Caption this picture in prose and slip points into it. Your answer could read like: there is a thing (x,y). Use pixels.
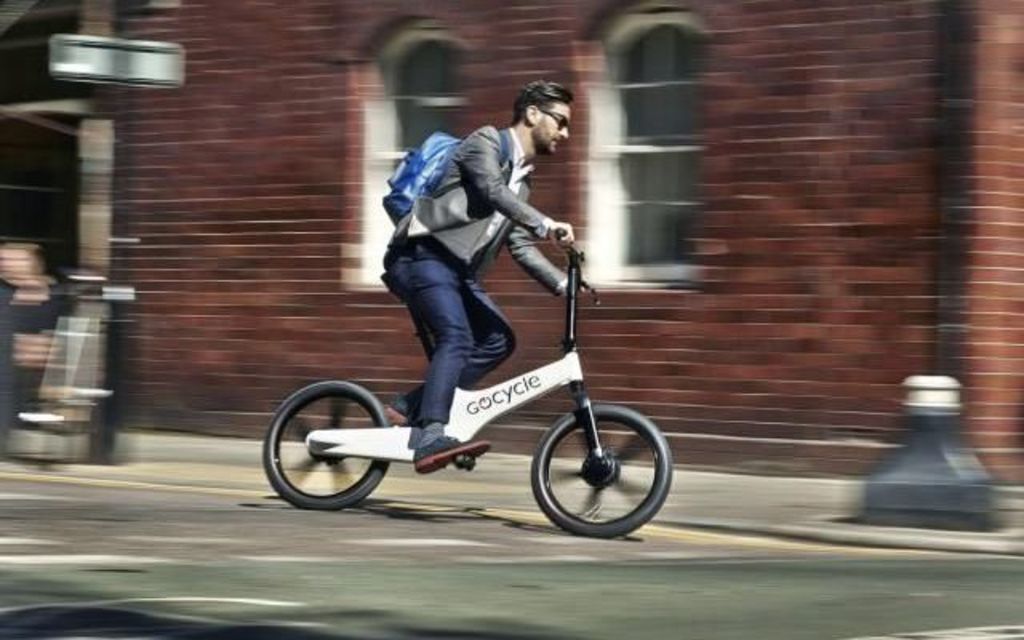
In the center of the image (419,261) there is a person (440,362) cycling on the road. In the background (164,311) there is a building (425,7).
